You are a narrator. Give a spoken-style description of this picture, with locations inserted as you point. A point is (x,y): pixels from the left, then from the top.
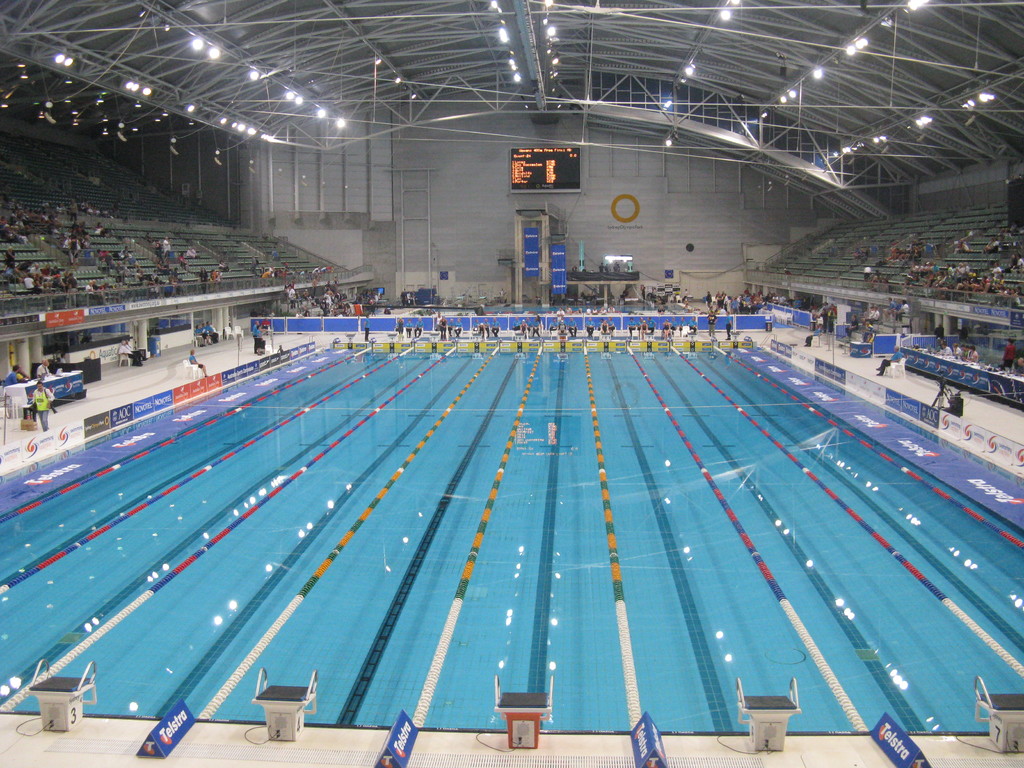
In this picture I can see the swimming pool (472,575). I can see the spectators (770,292). I can see the screen (561,152). I can see light arrangements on the roof (559,8).
